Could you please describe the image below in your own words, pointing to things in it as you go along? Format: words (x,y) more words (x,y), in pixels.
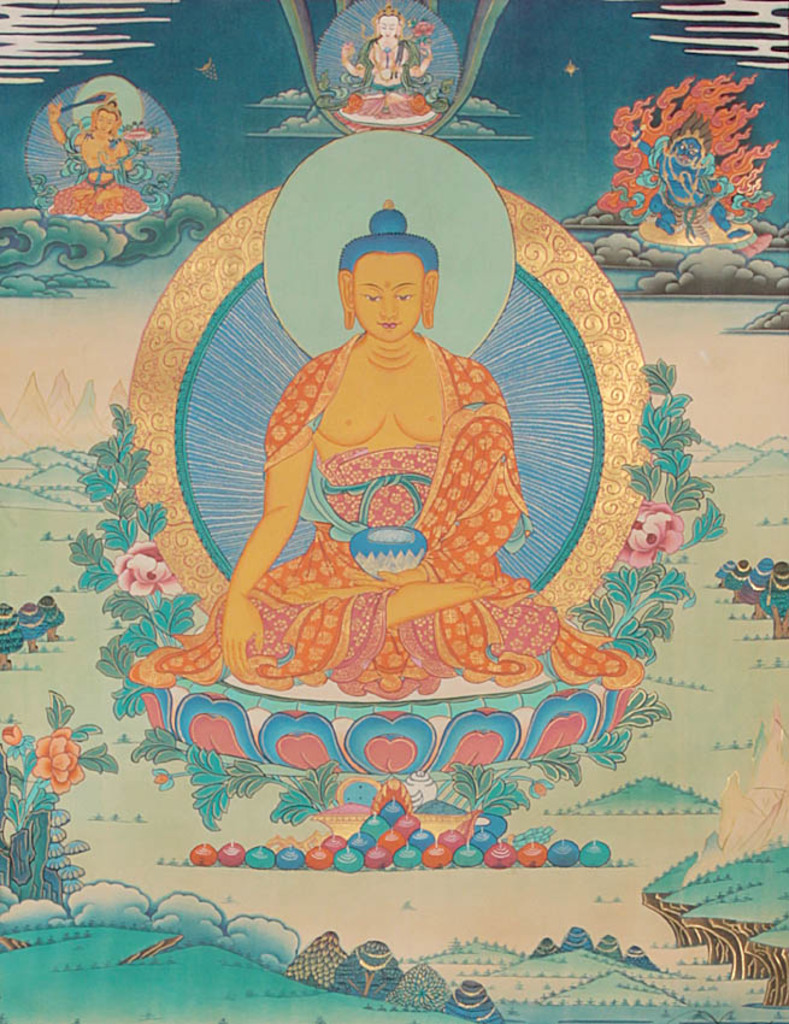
In this picture, we can see an art (497,338) with few images (389,500).
